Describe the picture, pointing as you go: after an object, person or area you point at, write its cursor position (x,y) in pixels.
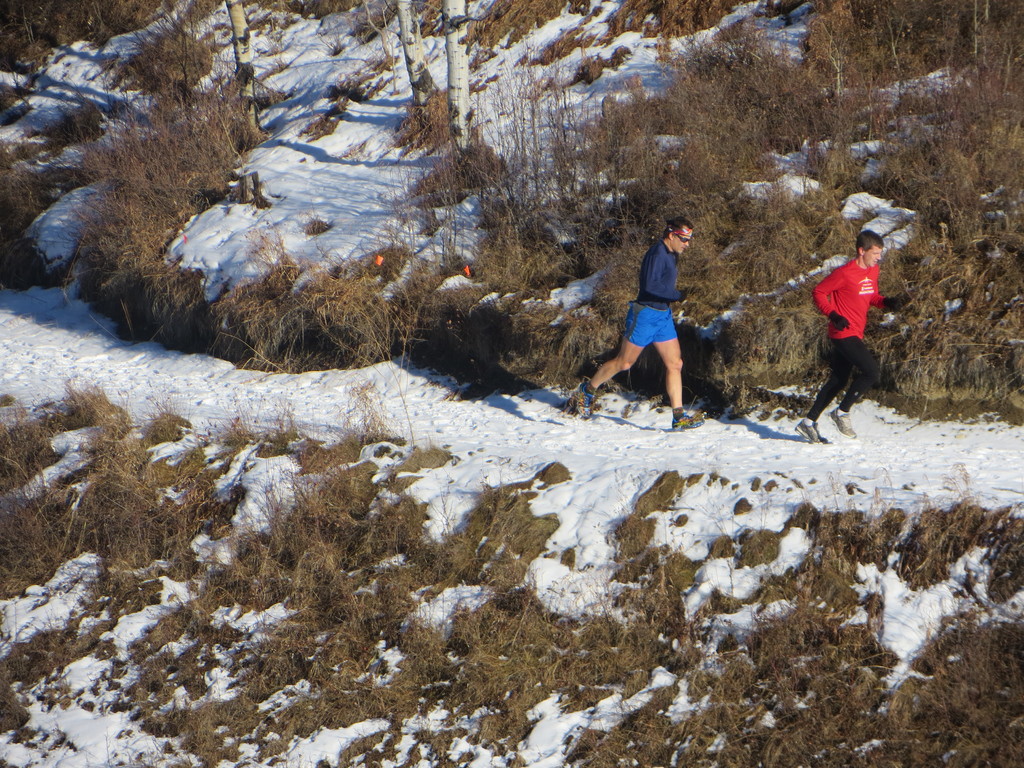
There are two persons (639,325) running on the snow (190,377). On the ground (386,194) there are plants (350,100) and trees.
